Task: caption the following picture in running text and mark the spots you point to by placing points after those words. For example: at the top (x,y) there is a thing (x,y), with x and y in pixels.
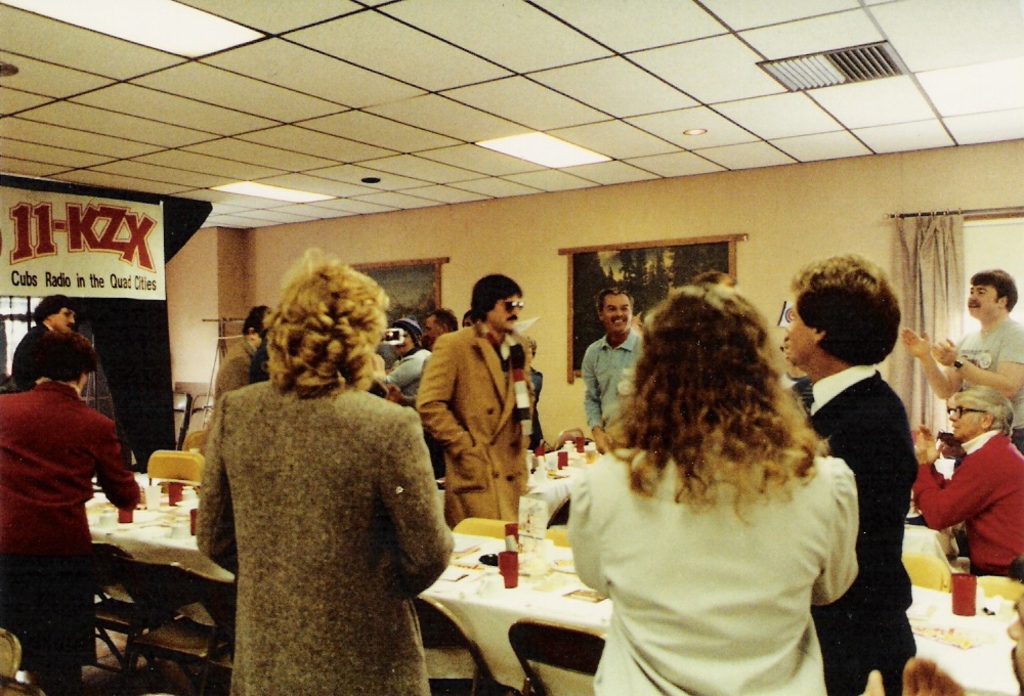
There are few people (514,431) standing and there is a table (534,499) in front of them.
